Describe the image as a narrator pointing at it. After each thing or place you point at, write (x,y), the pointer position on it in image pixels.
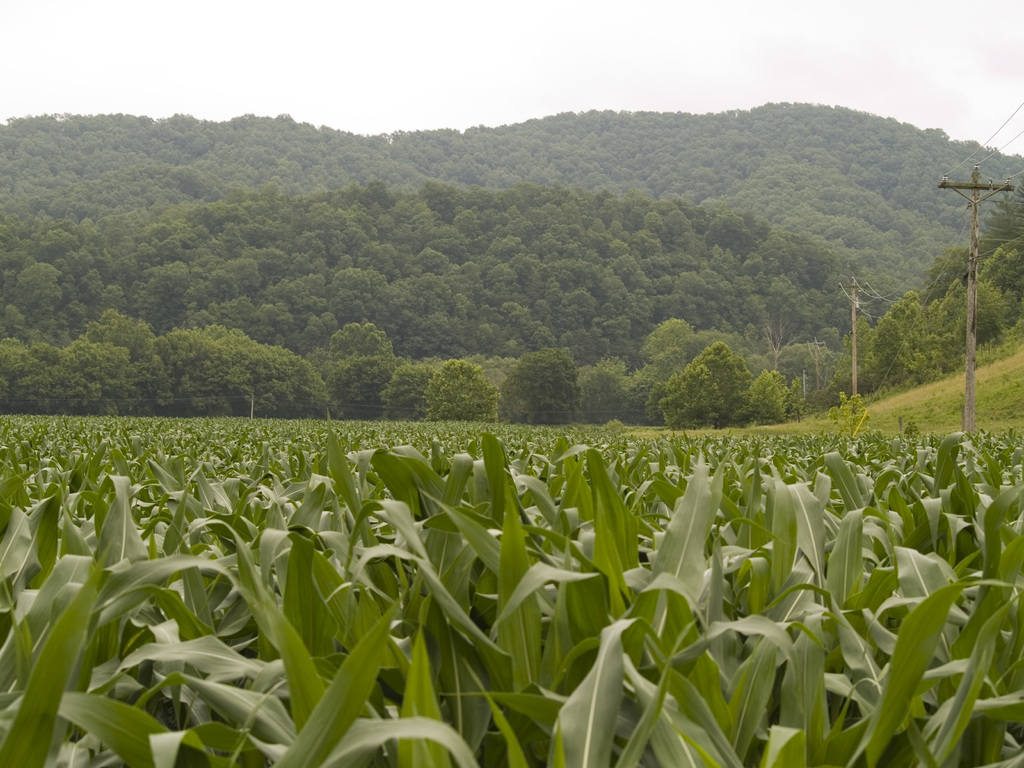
In this picture we can see plants (568,535) and in the background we can see electric poles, trees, sky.
